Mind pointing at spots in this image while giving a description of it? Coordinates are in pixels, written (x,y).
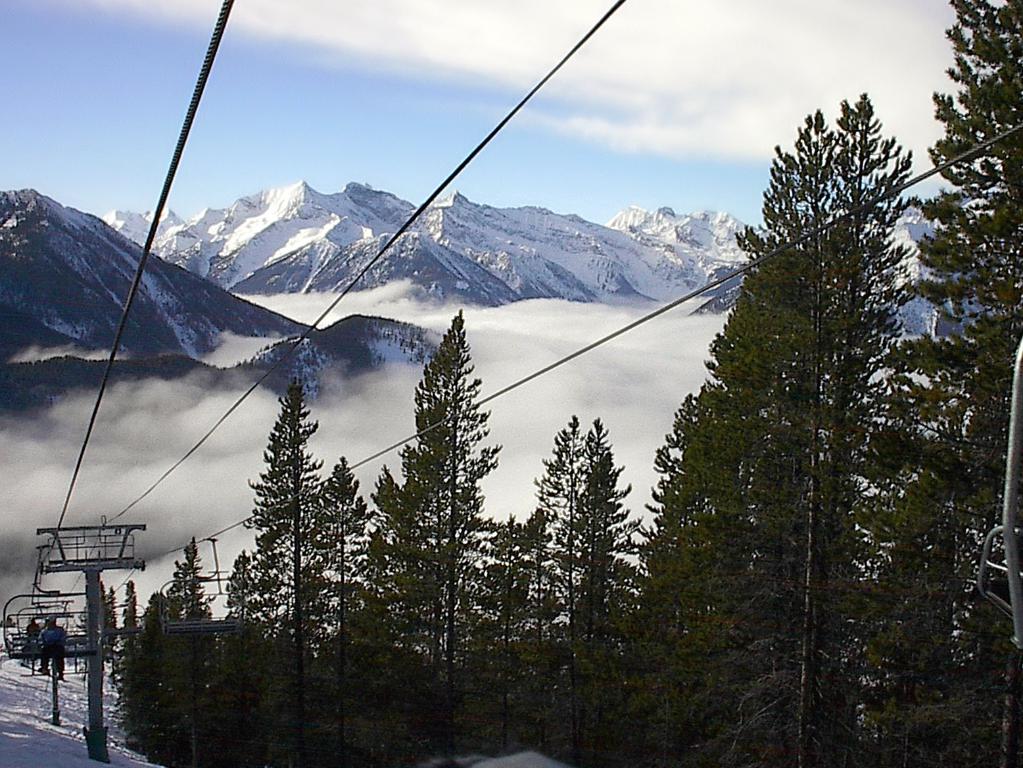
This picture is clicked outside. In the foreground (428,651) we can see the trees (742,552). On the left (78,661) we can see the cable cars (83,642) and the persons (44,674) and we can see the snow (38,733). In the background (143,283) we can see the sky (269,122), hills (294,281), smoke (345,453) and the snow (311,241).
